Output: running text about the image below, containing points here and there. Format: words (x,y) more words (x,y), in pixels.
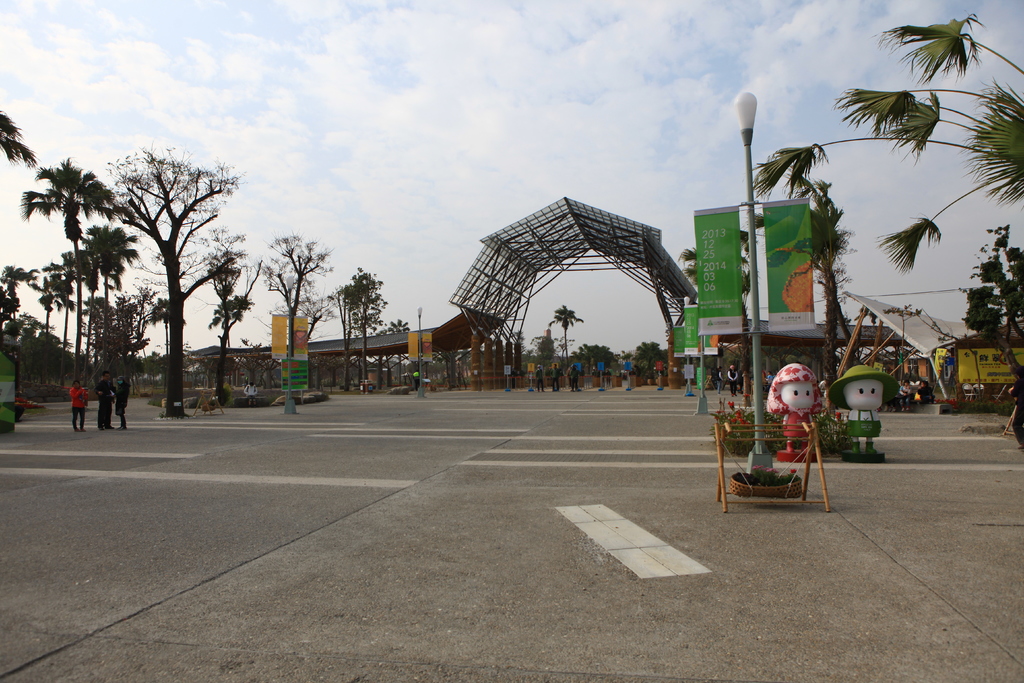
In this picture we can see the road (158,438), some people (576,381), basket (755,495), plants (739,416), statues (783,408), banners (722,321), shelter (373,357), trees (132,347), some objects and in the background (200,76) we can see the sky (521,137) with clouds (396,153).
